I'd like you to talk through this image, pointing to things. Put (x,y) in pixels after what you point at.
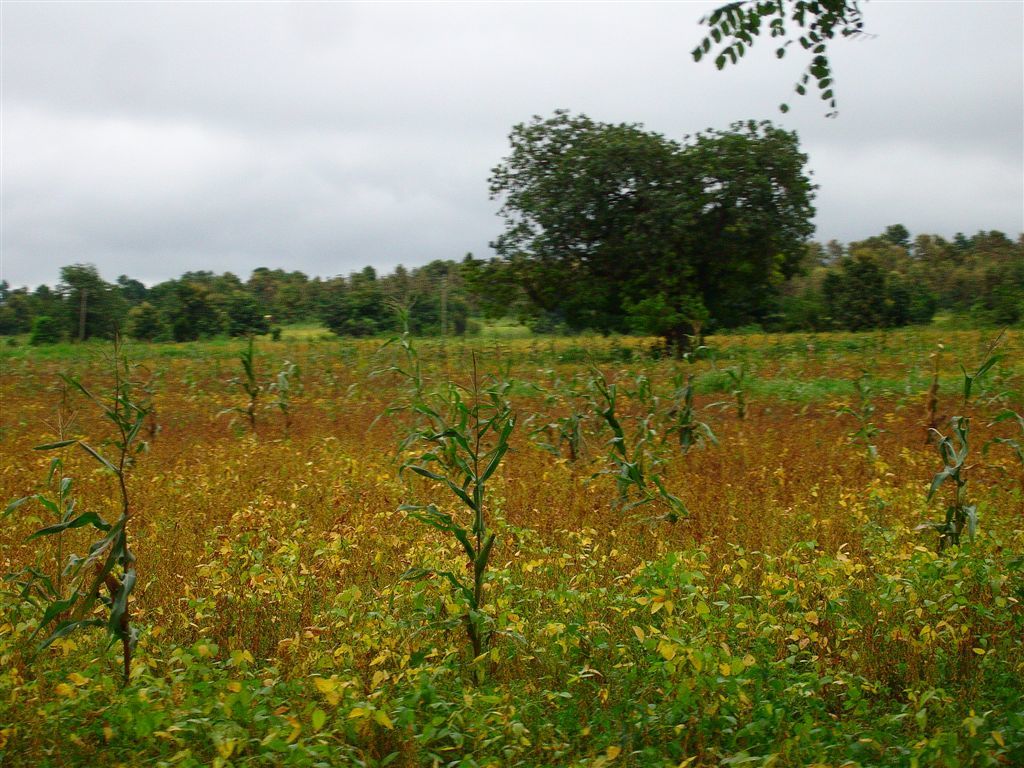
This picture is clicked outside. In the foreground (266,680) we can see the plants (551,471) and in the center (676,271) we can see the trees (668,281) and some other items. In the background (508,105) we can see the sky (457,132).
